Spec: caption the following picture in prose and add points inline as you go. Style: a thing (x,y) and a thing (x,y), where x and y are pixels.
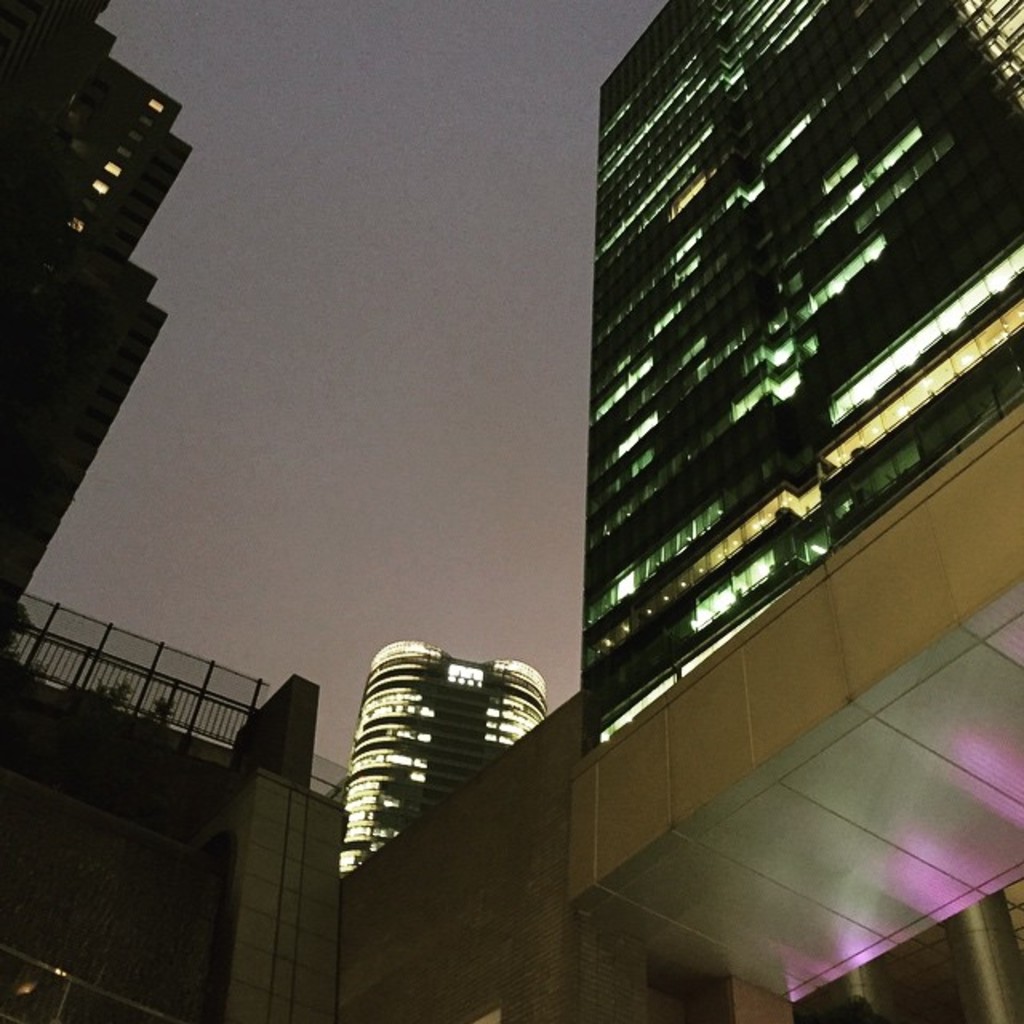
In this image we can see buildings (786,579) with lights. Also there is a railing (179,683). And there are plants (112,688). In the background (307,379) there is sky (384,348).
